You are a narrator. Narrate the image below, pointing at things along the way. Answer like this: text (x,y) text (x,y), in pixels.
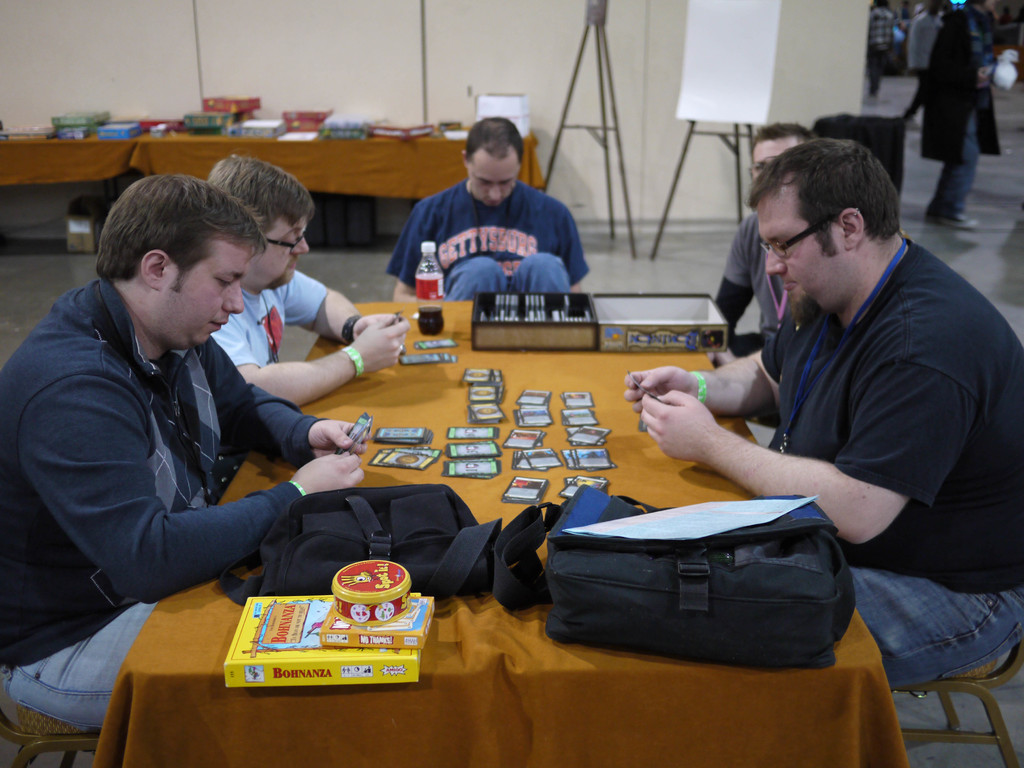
In the center of the image (526,283) there are people (264,359) sitting around a table (215,748). There are cards (522,501), bags (548,523) and a bottle (423,296) placed on a table (249,690). In the background (603,190) there is a stand (726,138), a board (773,25) and a wall (401,89). On the right side of the image (933,202) there are people (936,123).
